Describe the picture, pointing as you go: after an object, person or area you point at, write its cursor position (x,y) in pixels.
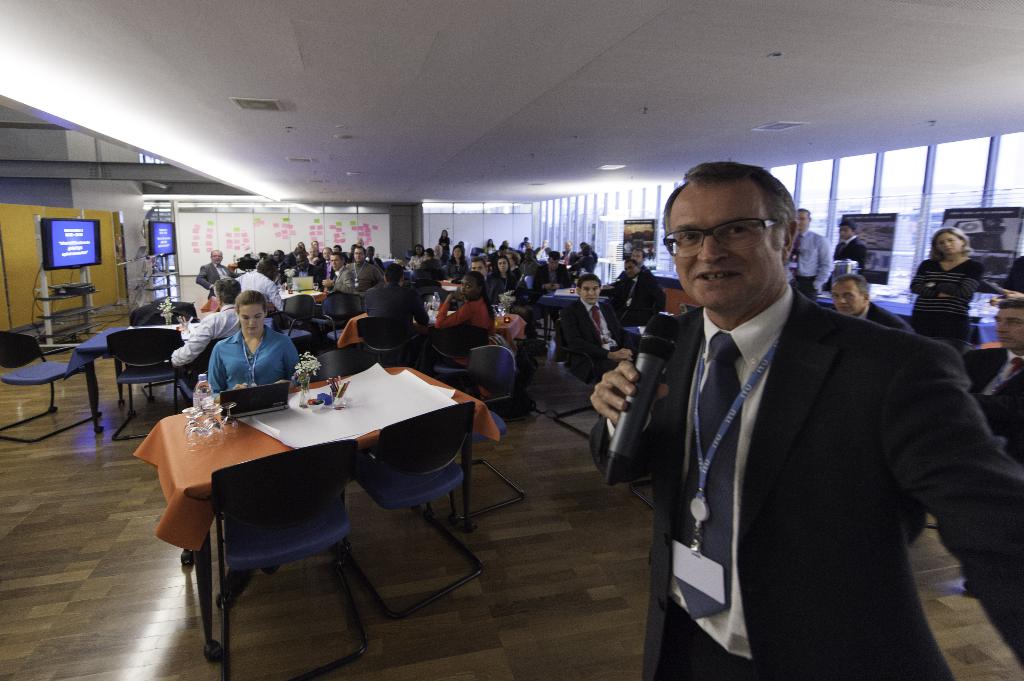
This picture shows a group of people (373,252) seated on the chairs (120,342) and we see a man (838,578) standing and speaking with the help of a microphone (609,474) and we see couple of televisions (76,241) and we see a woman (273,372) working on a laptop (282,392) on the table (306,424).
